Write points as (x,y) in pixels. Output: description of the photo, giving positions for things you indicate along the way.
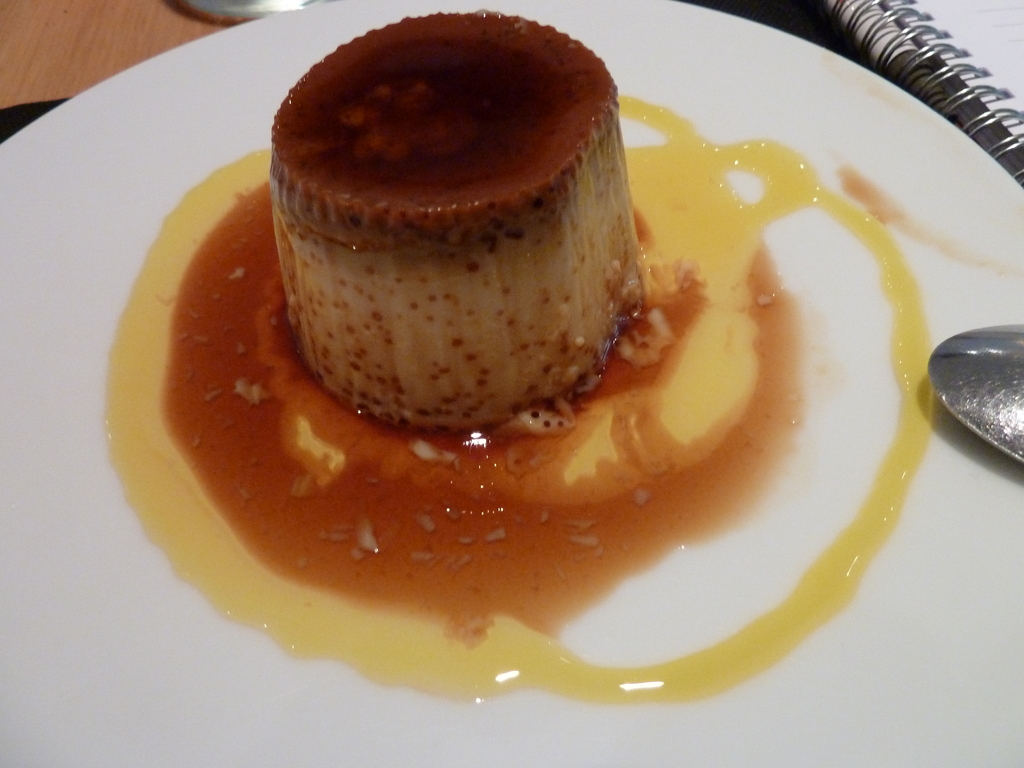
As we can see in the image there is a table (40,42). On table (85,46) there is a book (937,91) and white color plate (14,752). On plate (828,303) there is a spoon (1003,398) and dish (493,410).
